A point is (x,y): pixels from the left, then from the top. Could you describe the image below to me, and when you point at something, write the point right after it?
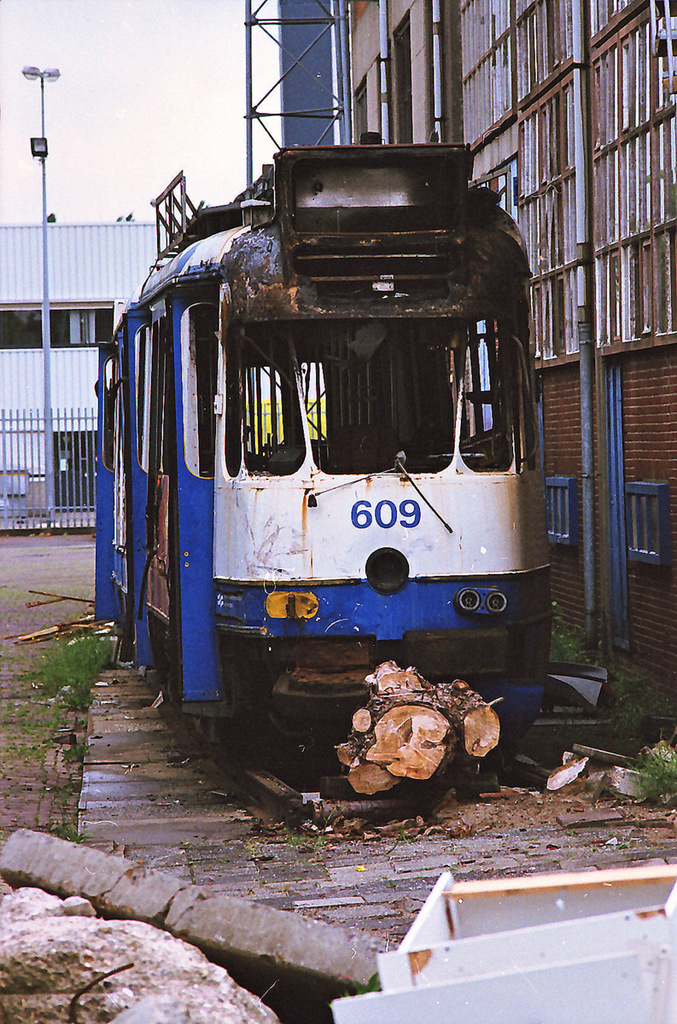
In this image I can see the vehicle (236,537) which is in white and blue color. It is to the side of the building (613,407). In the front (98,943) I can see the rock (88,943) and white color box (482,931). In the back (11,461) I can see the railing (36,420), building (4,250), light pole (38,145) and the sky (107,128).
